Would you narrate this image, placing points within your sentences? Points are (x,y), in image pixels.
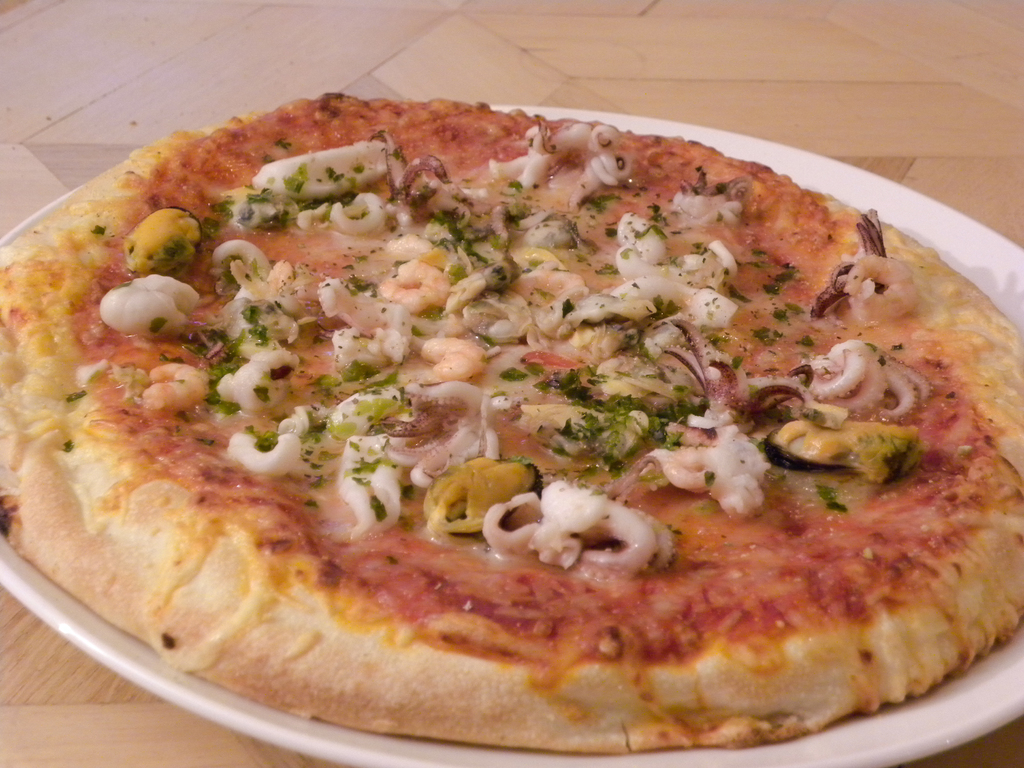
In this image, we can see pizza (342,483) on the plate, which is placed on the floor (653,59).
